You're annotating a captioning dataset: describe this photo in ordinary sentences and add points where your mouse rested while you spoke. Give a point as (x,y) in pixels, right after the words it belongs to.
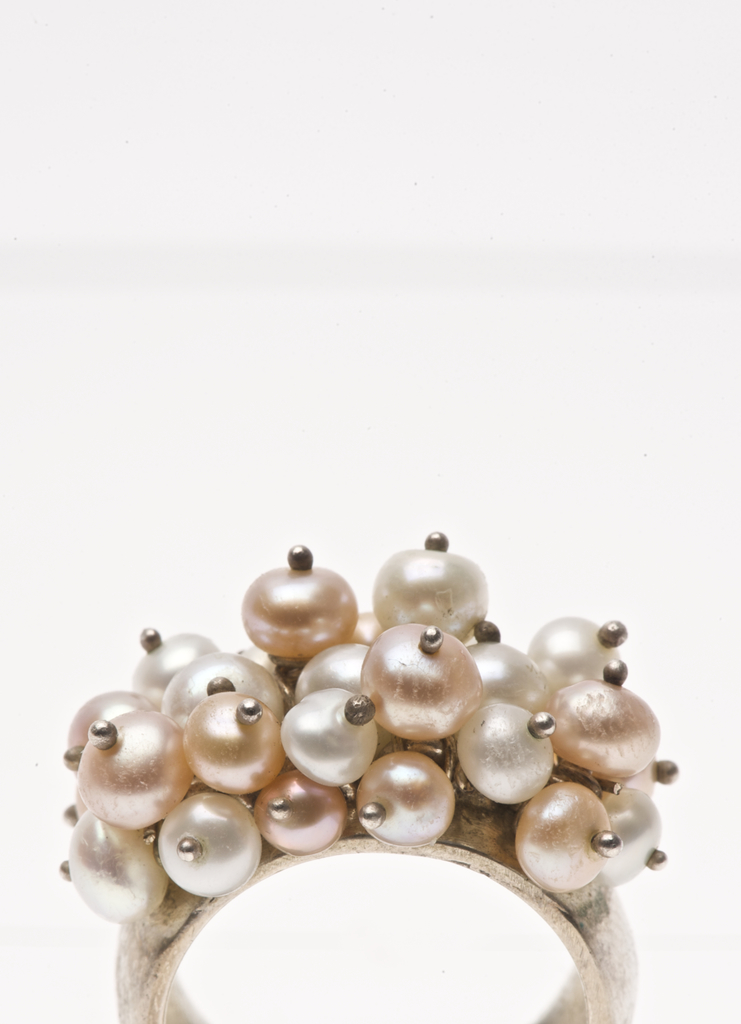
In this image, I can see hand ring (327,664) which is made of pearls (380,712).
